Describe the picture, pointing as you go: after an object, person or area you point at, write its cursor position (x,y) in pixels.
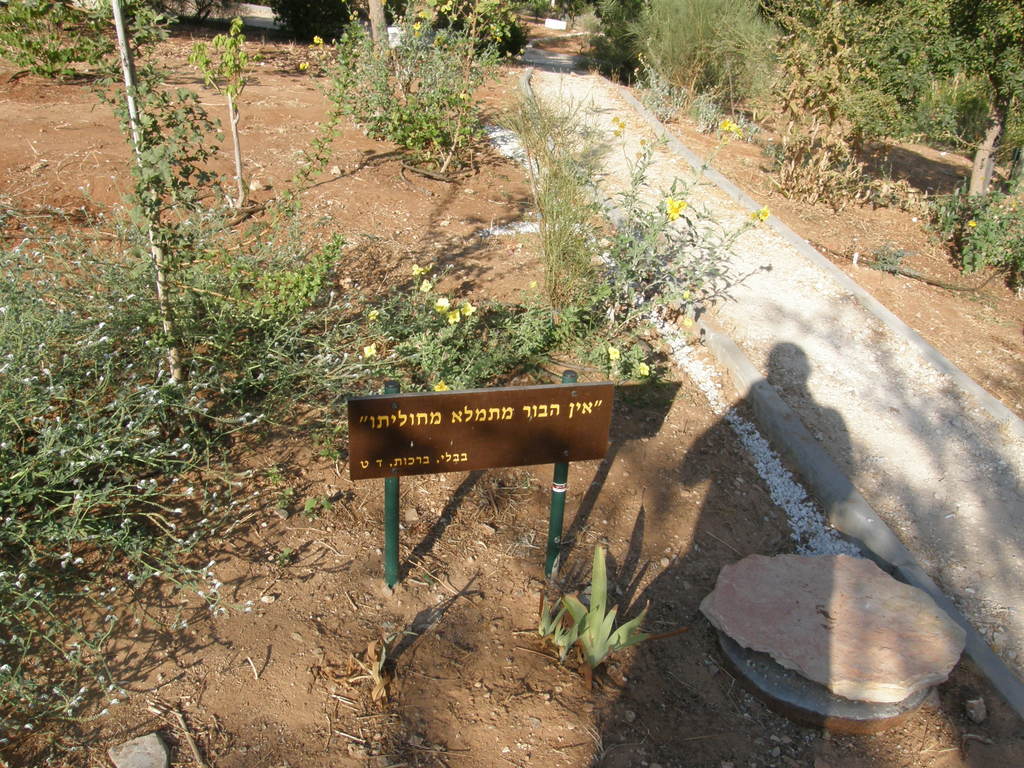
In this picture we can see a board (608,441) on the pole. There are few trees (473,14) and some plants (488,5) in the background (958,89). We can see a manhole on the right side (912,607).
